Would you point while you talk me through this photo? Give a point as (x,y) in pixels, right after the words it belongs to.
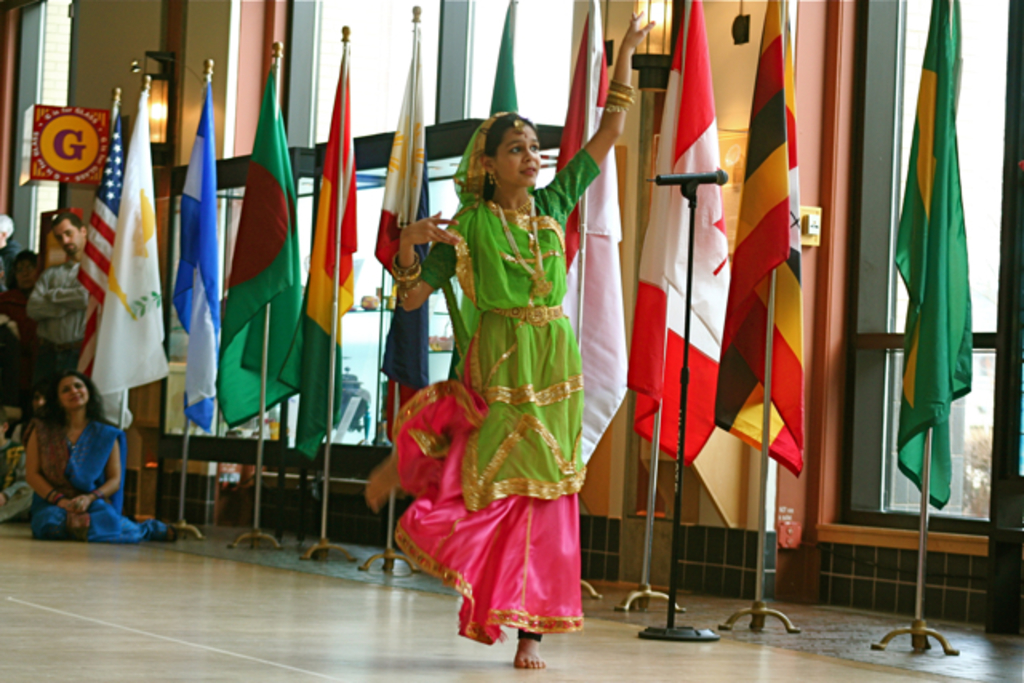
In this picture, we can see a few people (70,425), and among them we can see a few (64,439) are sitting, and a person (565,406) is dancing, we can see the ground (817,669) with poles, flags (599,256), microphone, and we can see the wall (829,260) with glass door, switch board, and a poster (64,176) with some text (64,176), lights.
